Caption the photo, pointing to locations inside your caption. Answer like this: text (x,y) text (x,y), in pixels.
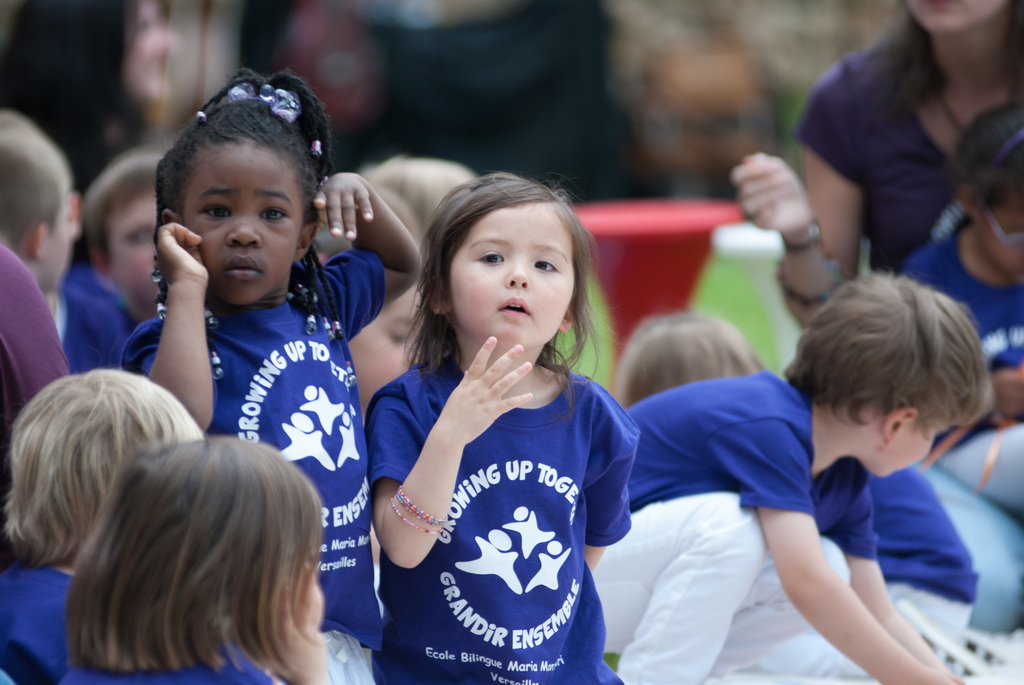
There are children (175,313) in blue color t-shirts (875,545). In the background (951,505), there is a person (916,53). And the background (917,37) is blurred.
